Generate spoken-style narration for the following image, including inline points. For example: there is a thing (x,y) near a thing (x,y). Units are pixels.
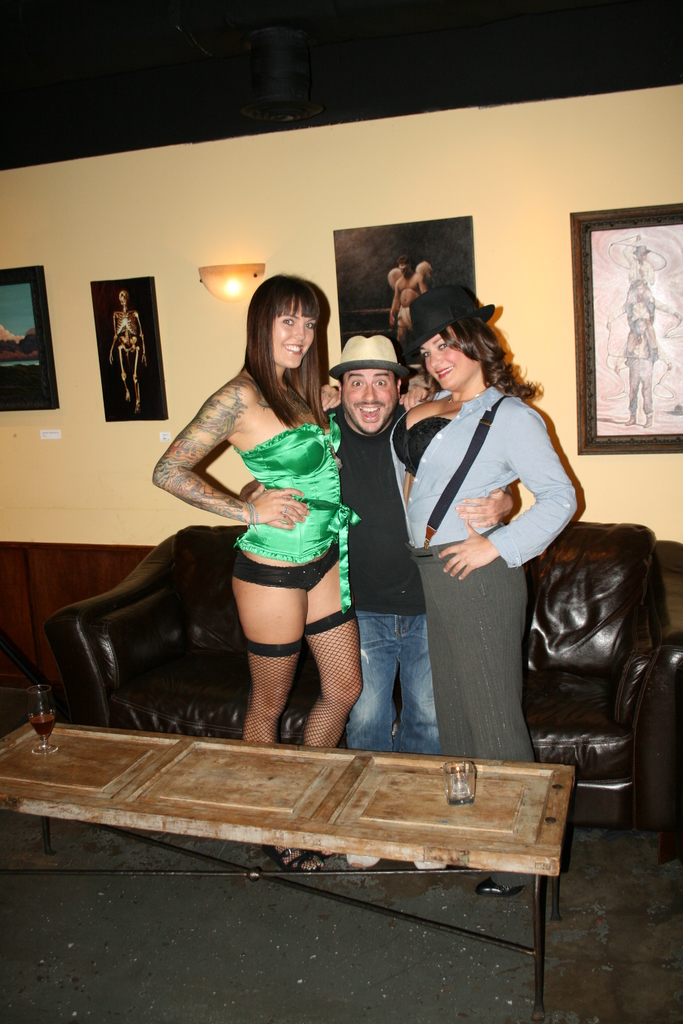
In this image I can see two women (319,501) and a man (392,509) wearing black and blue colored dress (377,576) are standing. I can see a black colored couch (583,649) behind them and a table (298,792) in front of them. On the table (326,796) I can see two glasses (34,707). In the background (232,235) I can see the cream colored wall (218,197), few photo frames (17,301) attached to the wall (502,316) and a lamp (230,284).
